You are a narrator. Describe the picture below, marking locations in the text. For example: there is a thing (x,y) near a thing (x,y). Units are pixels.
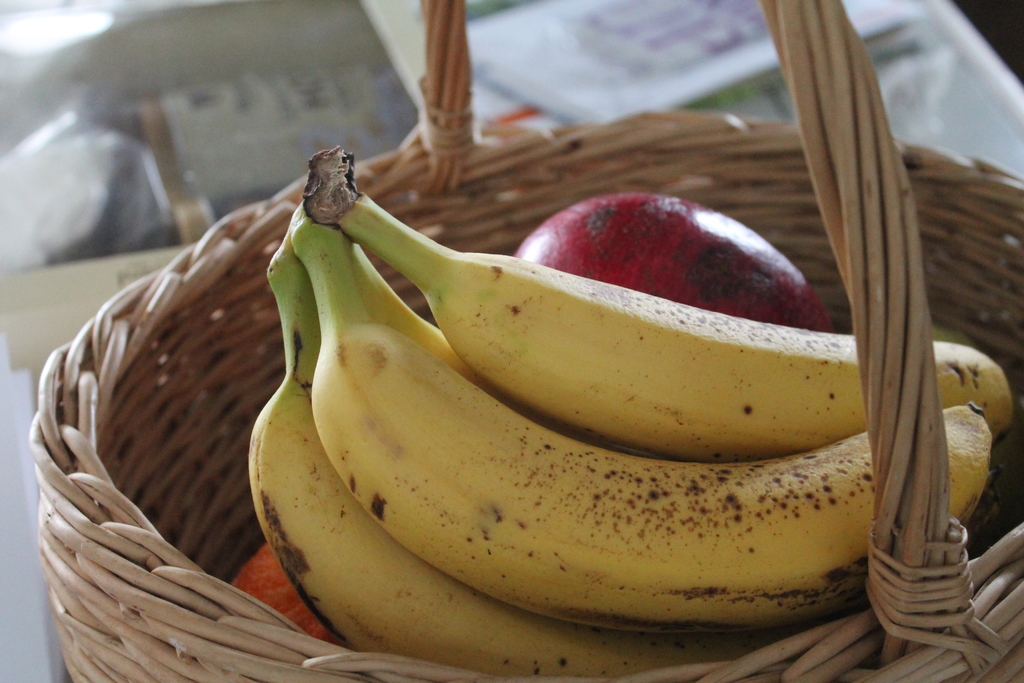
In the center of the image (405,321), we can see bananas (431,366) and some fruits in the basket (508,188).
